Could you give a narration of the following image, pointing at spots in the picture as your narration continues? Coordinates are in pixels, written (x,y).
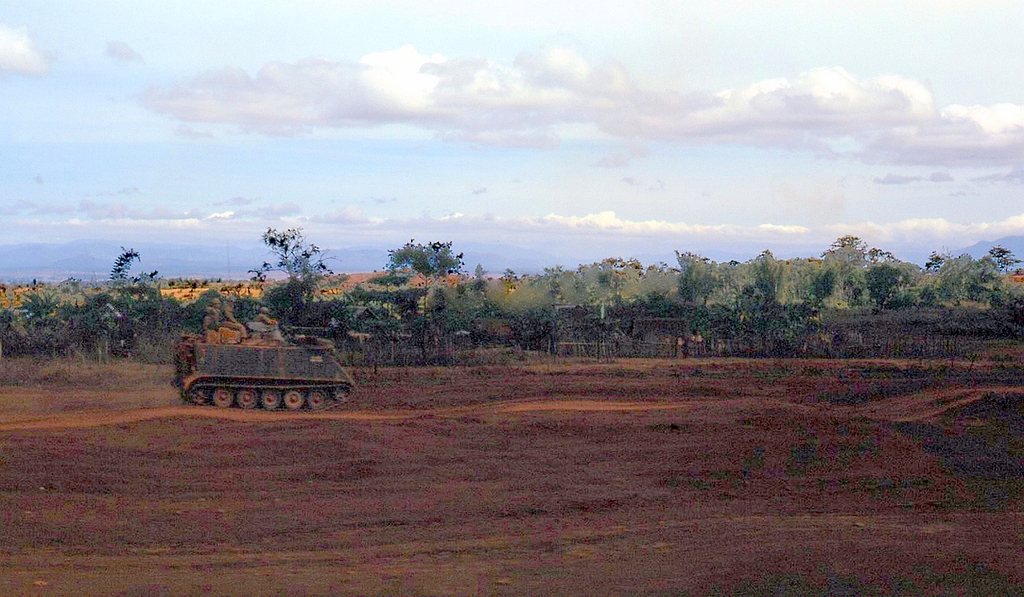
In this image, there is a ground (364,462), there are some green color plants (294,310) and trees (485,312), at the top (275,123) there is a sky (376,121) and there are some clouds (437,94) which are in white color.
